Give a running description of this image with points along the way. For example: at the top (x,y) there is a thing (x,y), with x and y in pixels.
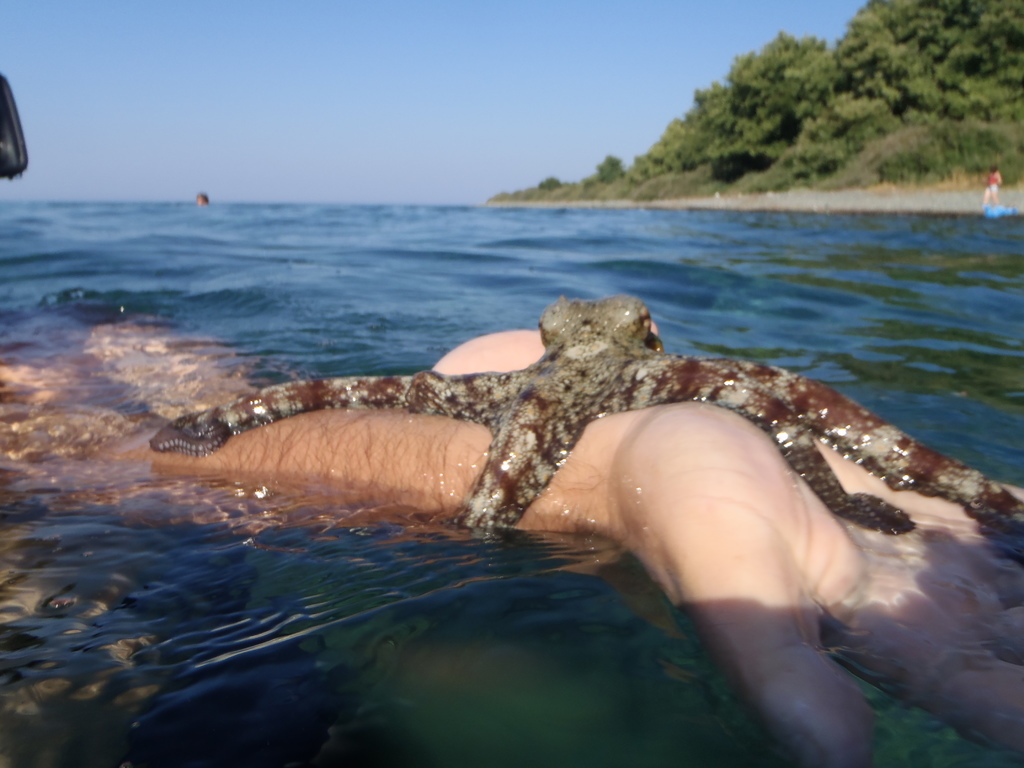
In this picture we can see an octopus (607,381) on the hand (565,486), and we can find few people (109,372) in the water (317,292), in the background (800,111) we can see few trees (721,129).
